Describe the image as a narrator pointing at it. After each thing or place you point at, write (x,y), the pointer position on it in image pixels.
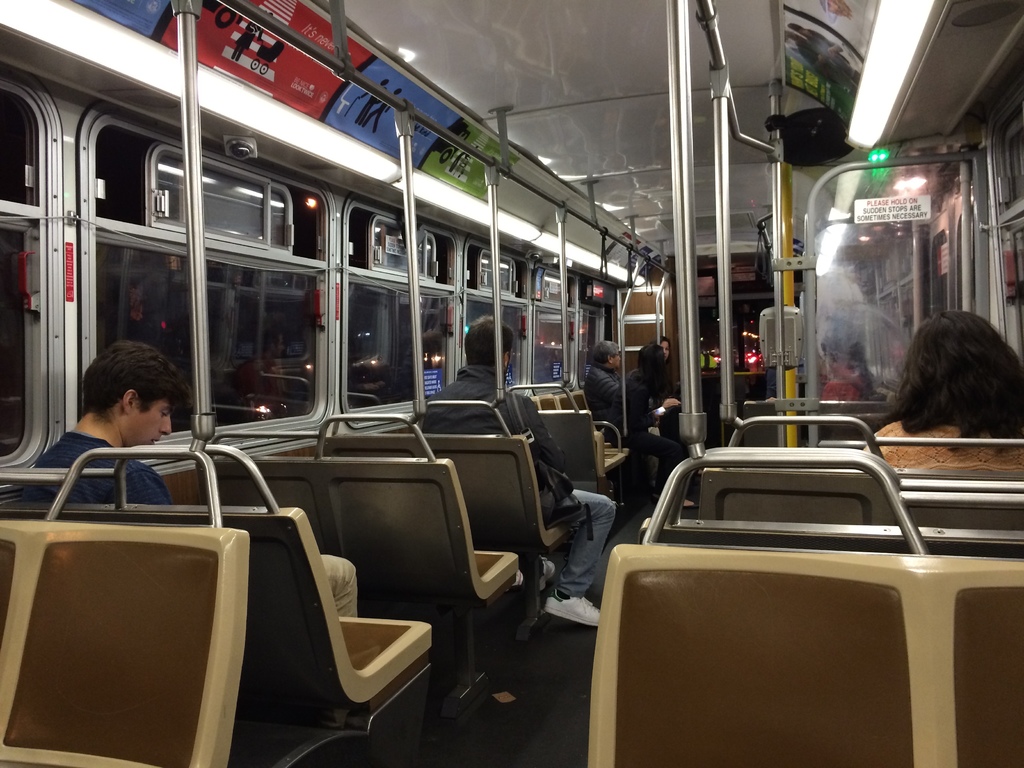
In this picture we can see some people (932,415) sitting on seats (428,527), poles (498,307), windows (211,351), posters (812,71) and some objects (705,281) and this is an inside view of a vehicle (342,289) and in the background (754,322) we can see the lights (755,362).
